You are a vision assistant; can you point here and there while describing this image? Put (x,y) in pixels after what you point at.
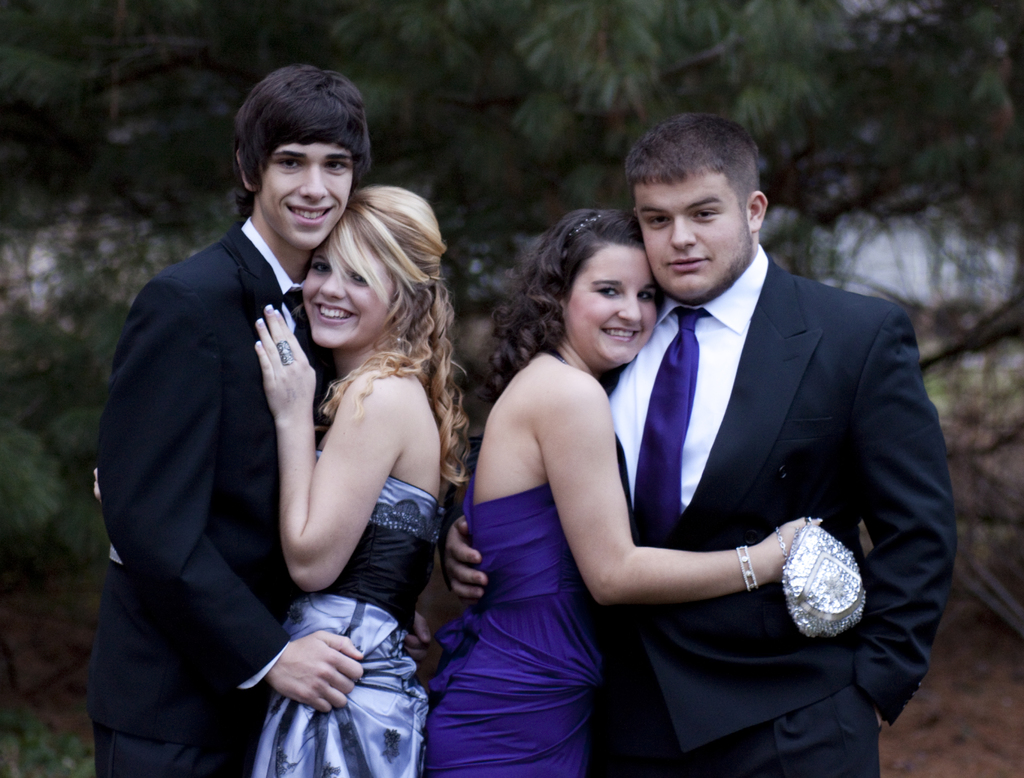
In this image I can see four persons (300,484) standing, the person (780,399) at right (818,401) is wearing black blazer (782,387), white shirt (718,369) and blue color tie (675,399) and the person (234,473) at left (216,475) is wearing black blazer (253,310), white color shirt (273,276). In front (289,773) the two persons (320,713) are wearing blue, gray and white color dress (418,702), background (622,73) I can see trees (582,155) in green color.
